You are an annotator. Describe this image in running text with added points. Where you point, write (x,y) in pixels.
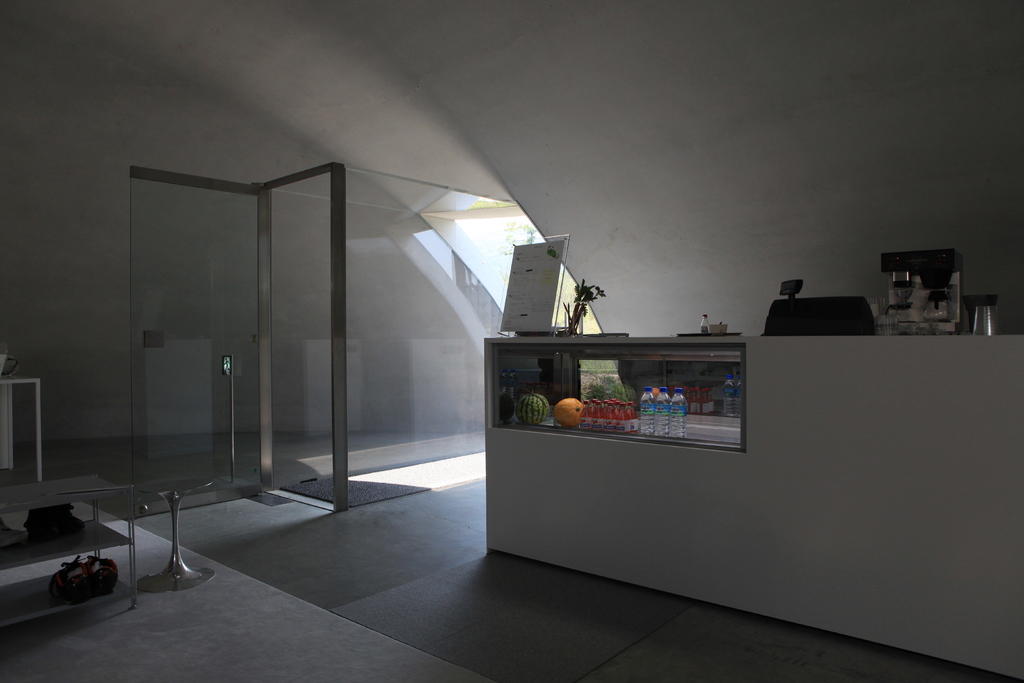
On the right side of the image (763,371) there is a table platform (680,346) with glass vase (582,321) with leaves (587,296) and glass frame (545,258) with paper (536,273). Behind the table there is a cash register (826,320) and a coffee machine (922,296) and a kettle (971,299). In the table (622,438) there is a rack (515,379) with bottles (652,403) and fruits (562,407). On the left side of the image (172,520) there is a table (117,483) with a few items (83,573) and also there is a stool (160,491). Behind that there is a white table (37,399). There is a glass wall (277,215) with glass door (184,474) and door mat (321,491).
